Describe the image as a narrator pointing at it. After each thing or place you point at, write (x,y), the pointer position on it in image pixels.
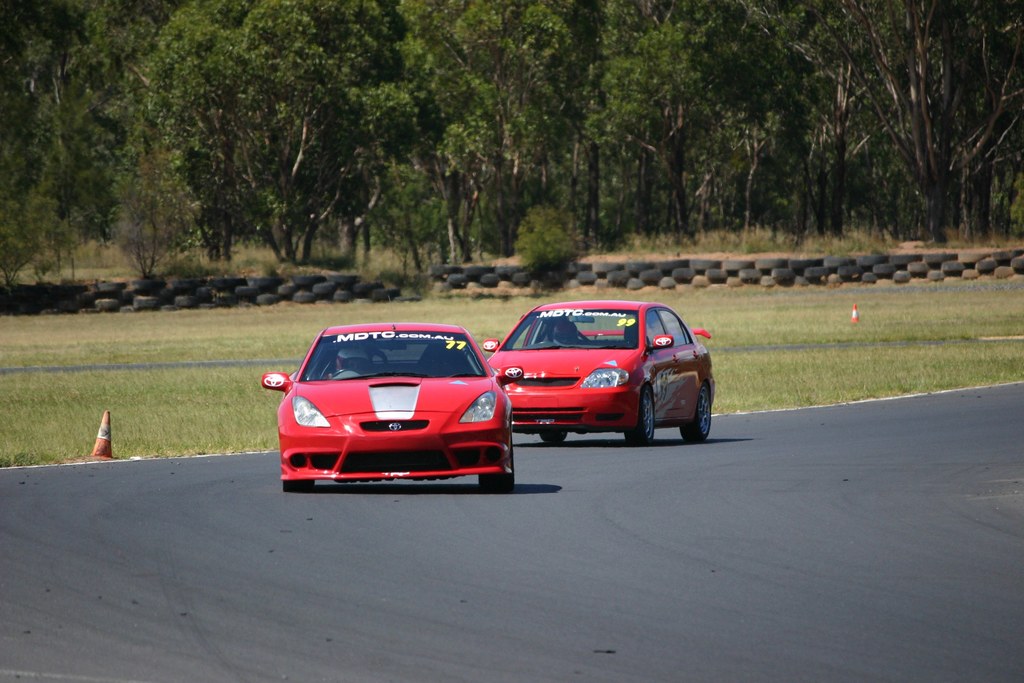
In this image there are two red colour cars (459,388) one after the other on the road (729,508). In the background (596,265) there are tires (707,285) kept one above the other, Behind them there are trees (557,95). On the left side (111,370) there is a grass (151,377) in between the road (185,361). On the grass (143,416) there is a safety cone (99,438).
